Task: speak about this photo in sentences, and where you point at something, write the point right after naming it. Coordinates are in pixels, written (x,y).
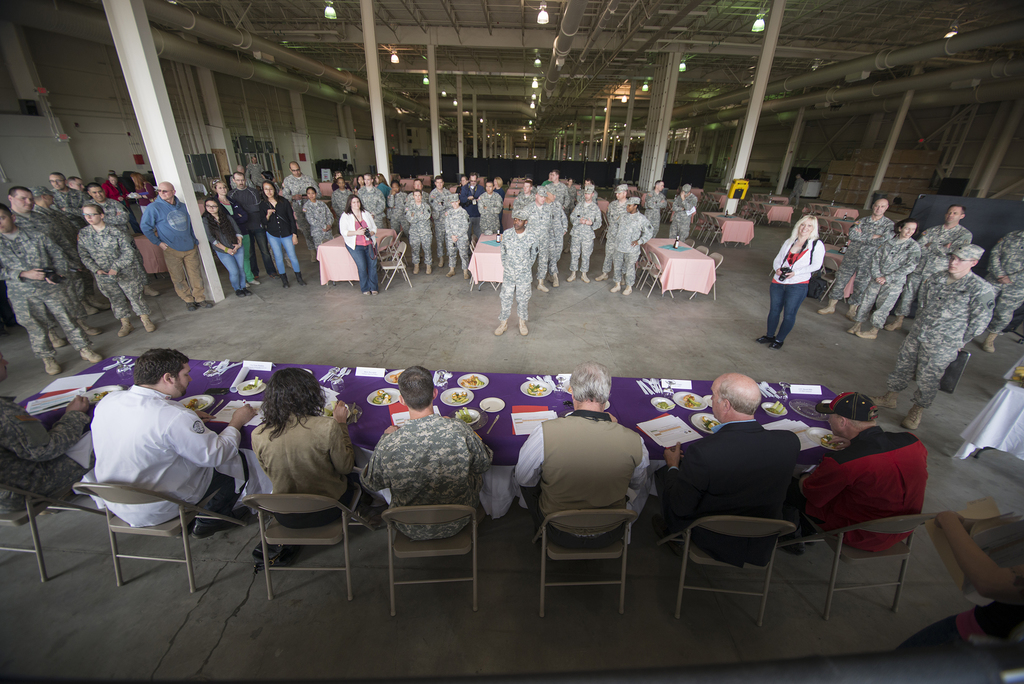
people (151,428) are seated on the chairs (472,526). in front of them there is a table (478,393) on which there are paper (527,421), plates (480,411) and food (468,417). at the back (922,305) there are people (431,232) standing wearing uniform (526,233). there are tables (664,260) and chairs (651,253) in between. on the top (337,13) there are lights (541,17).
